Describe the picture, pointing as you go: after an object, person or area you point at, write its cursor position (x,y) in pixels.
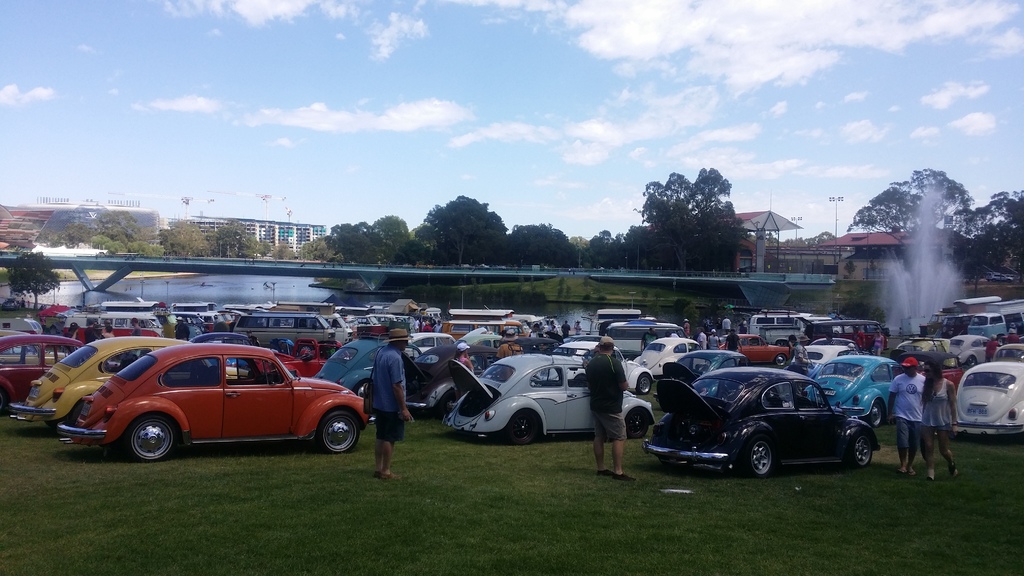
In this picture I can see many cars (965,354) were in the parking (464,484), beside the cars (796,389) and vans (191,311) I can see many people (589,398) were standing. On the right (928,201) there is a fountain (903,310). In the background (910,207) I can see the bridge (666,276), trees (995,255), cranes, buildings (893,244), street lights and other objects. At the top (421,51) I can see the sky (413,39) and clouds (417,31).
